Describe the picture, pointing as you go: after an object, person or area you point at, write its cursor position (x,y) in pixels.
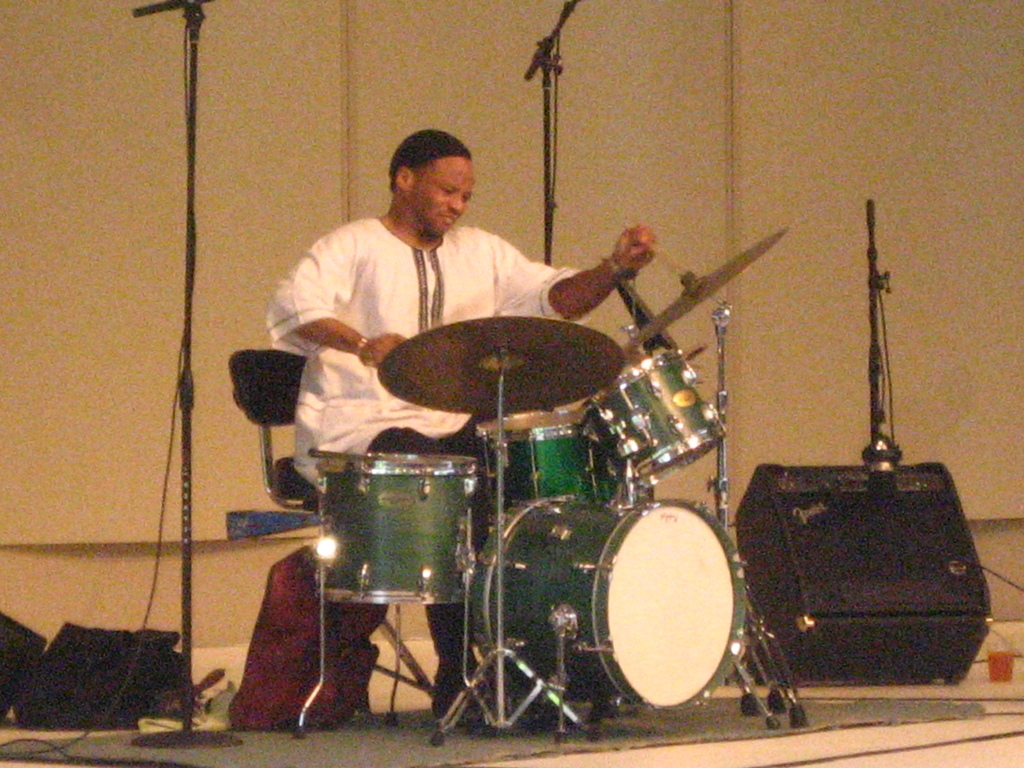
In this image we can see a person (351,313) sitting on a chair (273,405). And he is playing drums (623,409) and cymbals (583,374). On the floor (207,658) there are bags (128,671). And there are mic stands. And there is a speaker (838,542). In the back (820,284) there is a wall (599,97).
